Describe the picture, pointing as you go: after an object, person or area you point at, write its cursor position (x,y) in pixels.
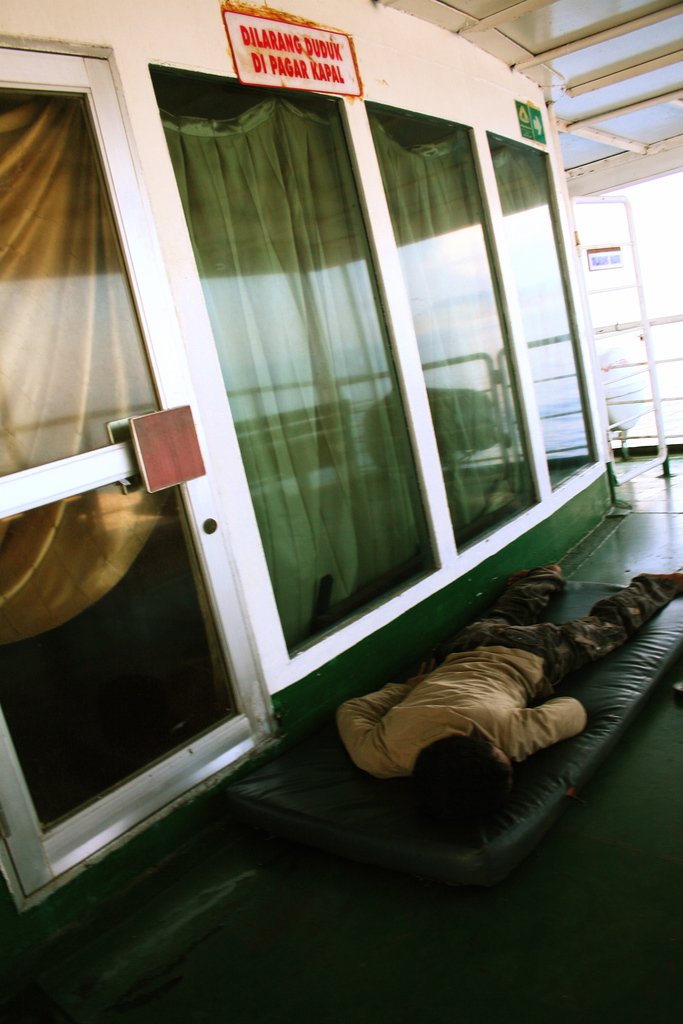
In this picture we can see boards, door (139,524), floor carpet (166,952) and objects (610,358). We can see a person (682,577) is sleeping on a bed (357,808). Through the glass (184,104) we can see the curtains (377,489).
